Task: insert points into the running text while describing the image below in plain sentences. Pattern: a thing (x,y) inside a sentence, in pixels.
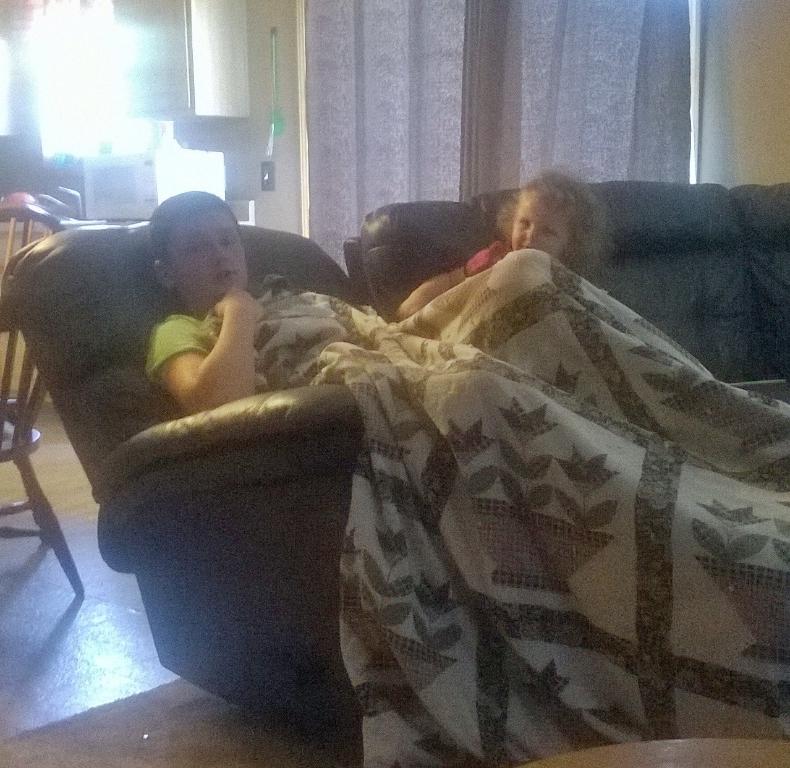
in the picture, we can see a room (311,376) in which two persons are sitting on the chair (73,344), on one person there was blanket (519,530), here we can also see the curtain (371,147) to the wall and here we can also see chair (27,488).
